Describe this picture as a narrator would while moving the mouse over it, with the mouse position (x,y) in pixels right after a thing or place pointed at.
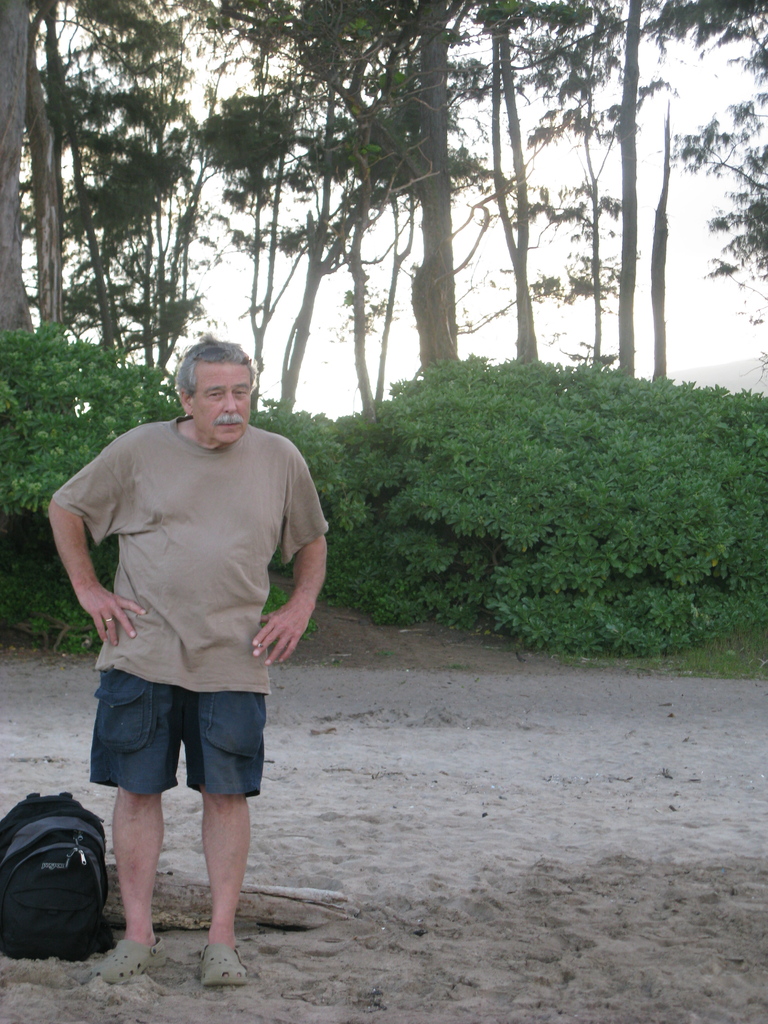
This image is taken in outdoors. In the left side of the image (145,503) a man (192,771) is standing, beside him there is a backpack (79,905). In the bottom of the image (440,857) there is a sand (453,853). In the background (147,237) there are many trees (75,232) and plants (532,493) and sky (671,180) with clouds (513,327).
